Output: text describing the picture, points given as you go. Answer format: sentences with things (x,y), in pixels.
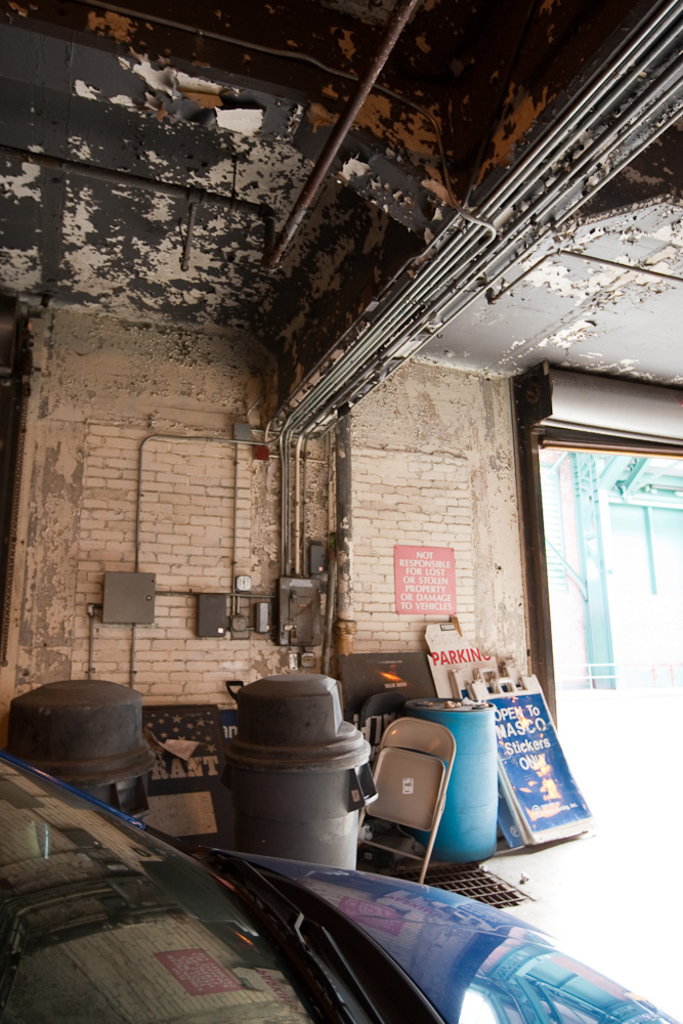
In the picture we can see inside the shed (27,322) with some stuff (578,829) like drums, old boards (571,823), and a car (403,1023) which is blue in color with windshield (155,990) and to the wall (256,510) we can see some wire pipes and to the ceiling (94,132) also we can see some pipes (492,214) and the surface (499,22) is spoiled.
